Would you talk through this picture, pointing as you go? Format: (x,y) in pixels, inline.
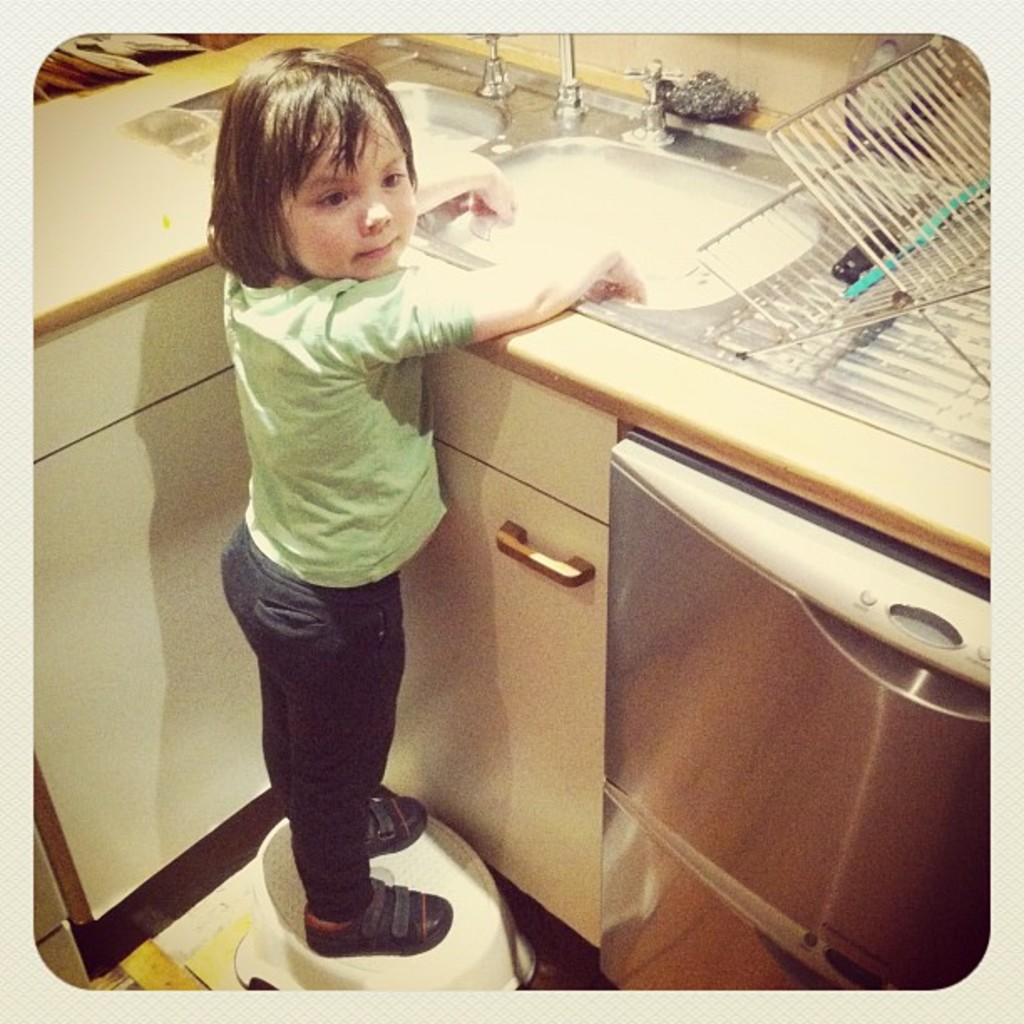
In this image we can see a girl (374,452) standing on a stool (354,967) placed on the ground (223,966). In the right side of the image (880,251) we can see some objects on a stand (886,239) and some machines (839,860). In the background (686,268), we can see a wash basin (601,135) with taps (504,93) and some cupboards (158,454).
